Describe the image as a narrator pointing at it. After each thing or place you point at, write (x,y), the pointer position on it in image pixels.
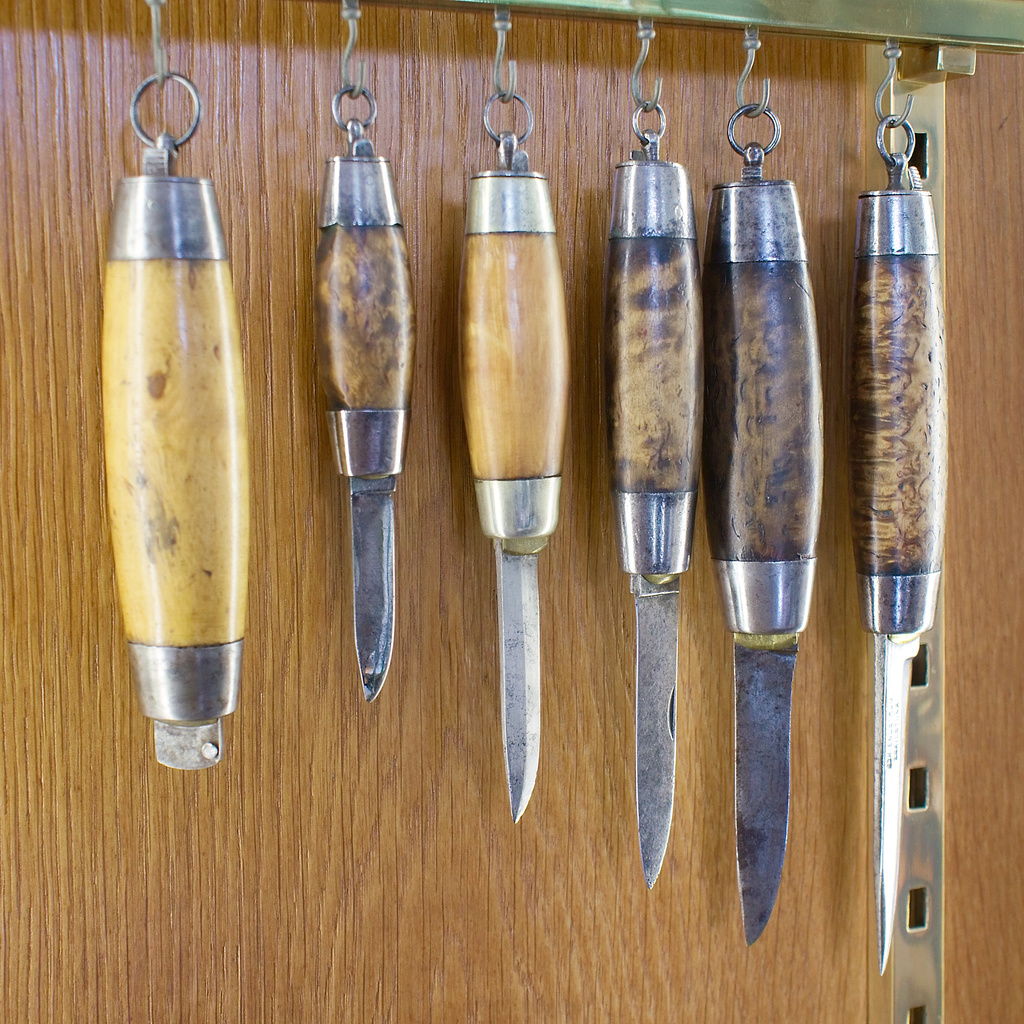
Here we can see different types of knives (556,395) hanging on hooks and we can see wooden surface (321,886).
